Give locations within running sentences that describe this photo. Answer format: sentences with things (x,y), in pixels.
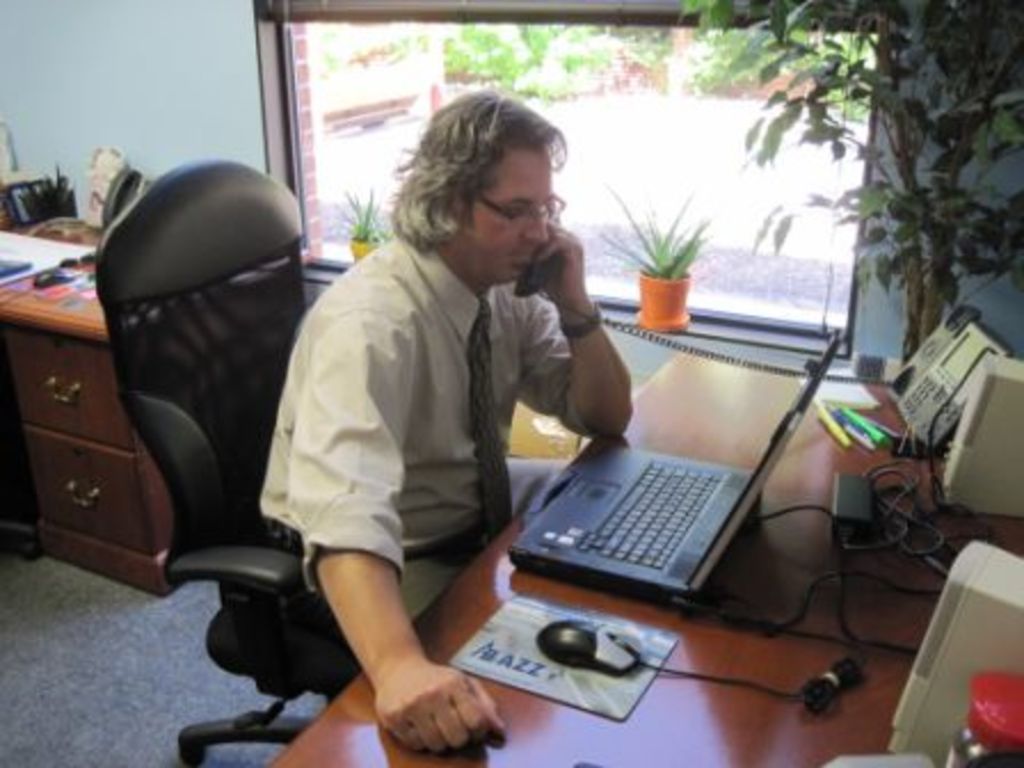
person (468,395) sitting on the chair (212,372) seeing laptop (717,508) using phone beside there is tree (909,202), this glass (701,161) and in back (81,352) there is drawers (68,361).
